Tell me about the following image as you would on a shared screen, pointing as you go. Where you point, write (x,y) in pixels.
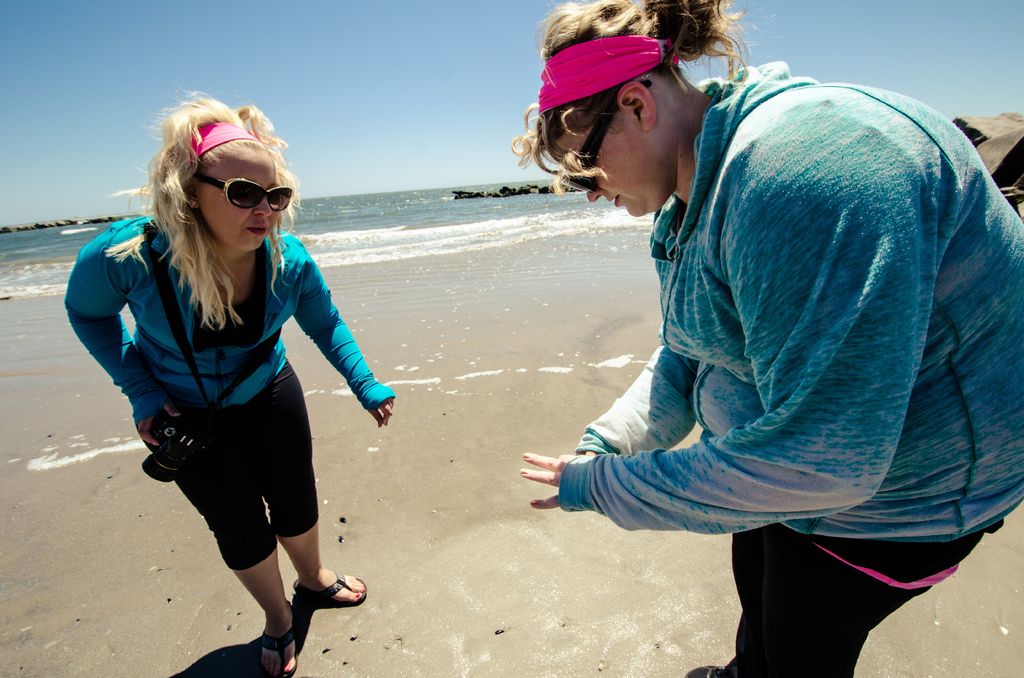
Here in this picture we can see two women (651,171) standing in the beach (334,561) over there and we can see both of them are wearing goggles (239,203) and pink colored hair bands (259,142) on them and the woman (223,368) on the left side (193,439) is holding a camera (157,422) in her hand (146,432) and behind them we can see water (7,277) present all over there and we can see rock stones (69,222) and we can see sky (400,159).
